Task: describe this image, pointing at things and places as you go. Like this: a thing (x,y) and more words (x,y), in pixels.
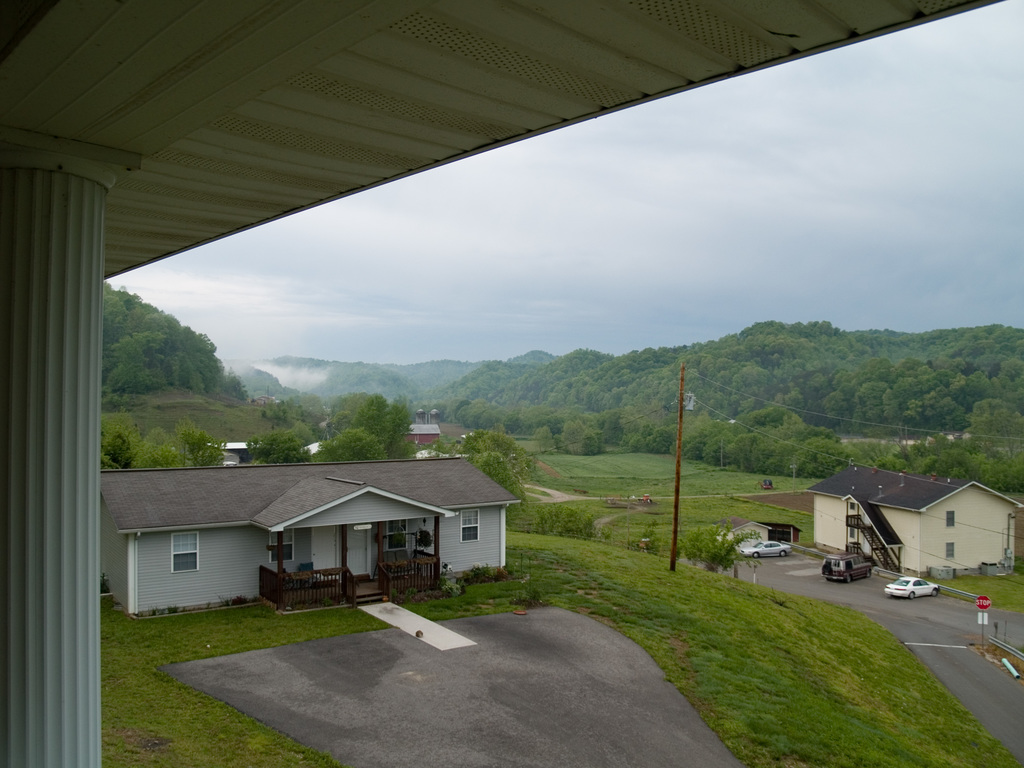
In this image we can see few houses (428,521) and vehicles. In the middle (680,483) we can see a pole (682,405) with wires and grass (647,527). Behind the houses (317,498) we can see a group of trees (555,414). At the top (652,243) we can see the sky (648,189). On the left side (41,251), we can see a pillar (41,251) and a roof (338,81).
